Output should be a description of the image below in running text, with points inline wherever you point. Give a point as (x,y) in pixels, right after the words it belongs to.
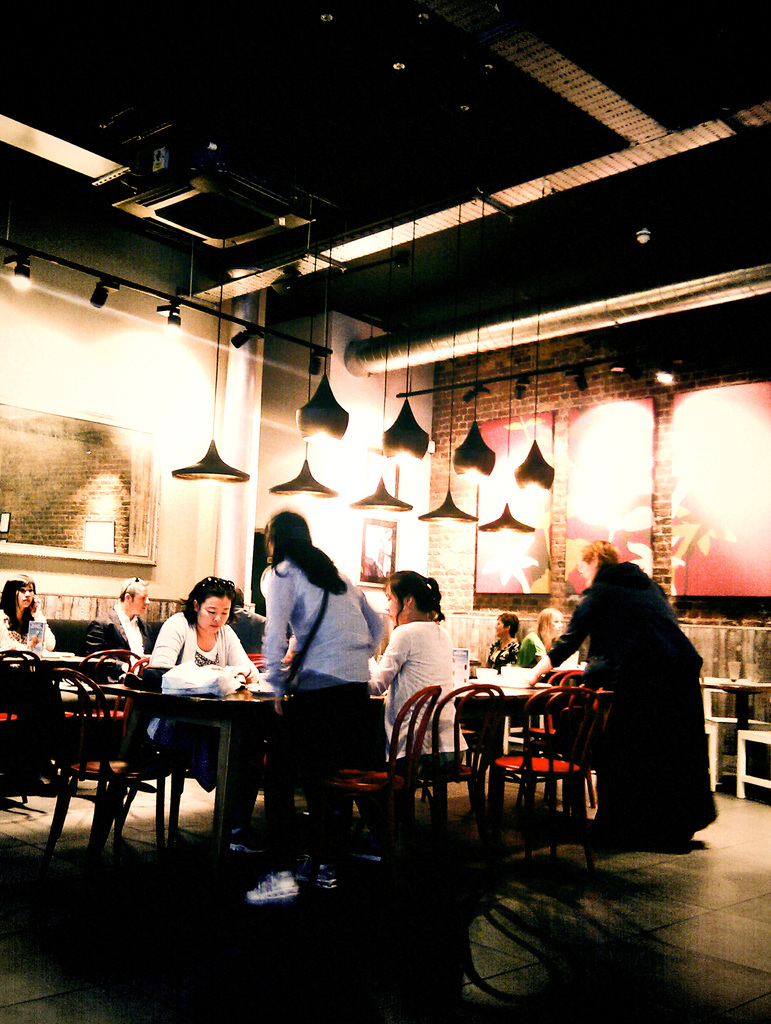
In this image we can see a group of persons (178,655) are sitting on the chair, and in front (171,681) here is the table (467,687) and some objects (233,676) on it, and here a person (286,604) is standing, and at above here are the lights (411,424), and here is the wall (592,382) made of bricks (628,386).
